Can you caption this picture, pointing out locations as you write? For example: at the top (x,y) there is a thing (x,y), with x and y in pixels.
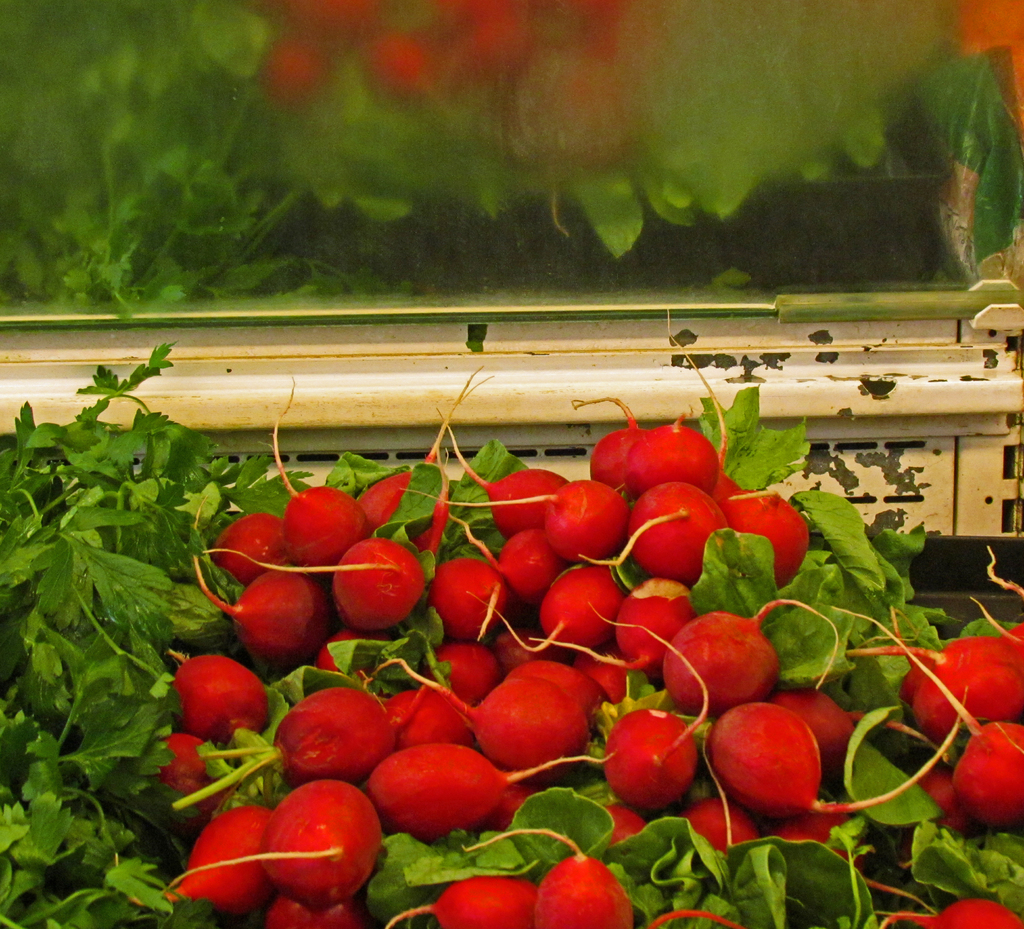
In this image at the bottom (585,648) there are some radishes (539,742) and some leaves (825,506). In the background (458,318) it looks like a glass mirror (559,209), in the mirror (410,154) there is a reflection (380,141) of some radishes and plants (199,261).
